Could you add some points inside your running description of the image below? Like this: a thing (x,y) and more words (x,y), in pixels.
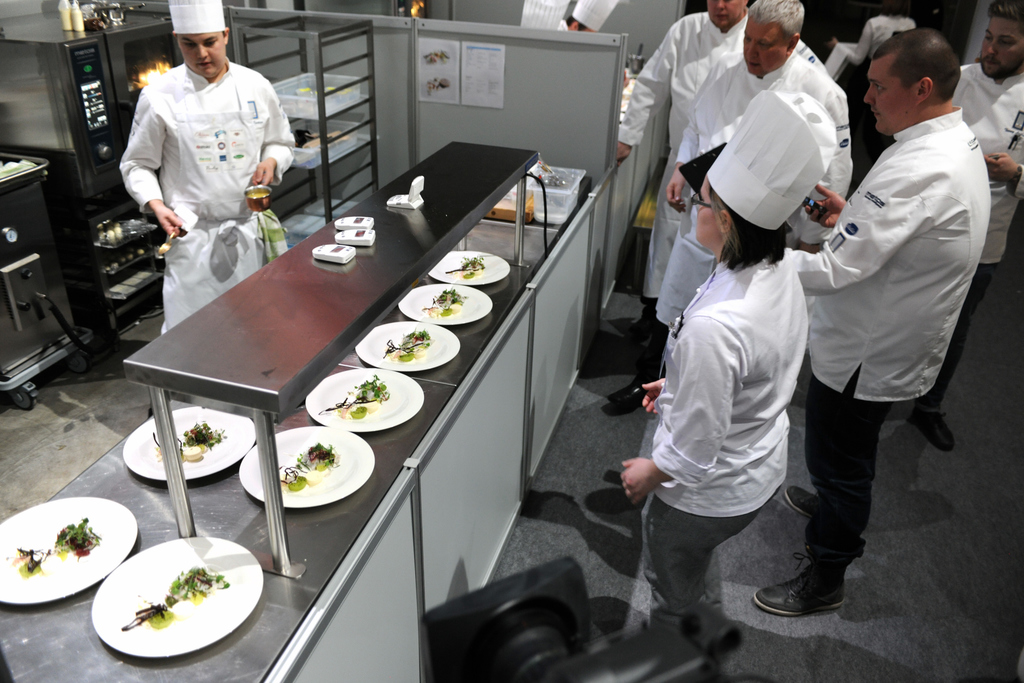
In this image I can see group of people (638,477) standing. In front (110,556) I can see few food items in the plates (126,517) and I can also see an oven (54,77) and few objects (34,172).
